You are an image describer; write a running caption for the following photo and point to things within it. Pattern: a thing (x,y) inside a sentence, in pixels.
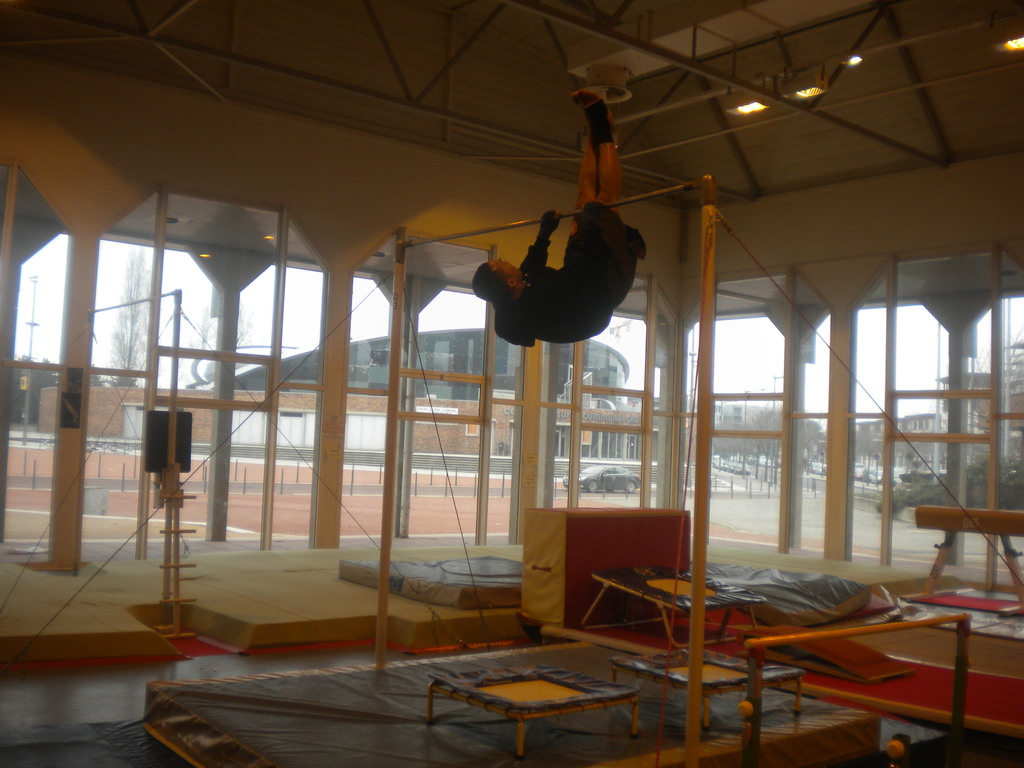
In this image we can see there is a person (544,258) hanging upside down.
